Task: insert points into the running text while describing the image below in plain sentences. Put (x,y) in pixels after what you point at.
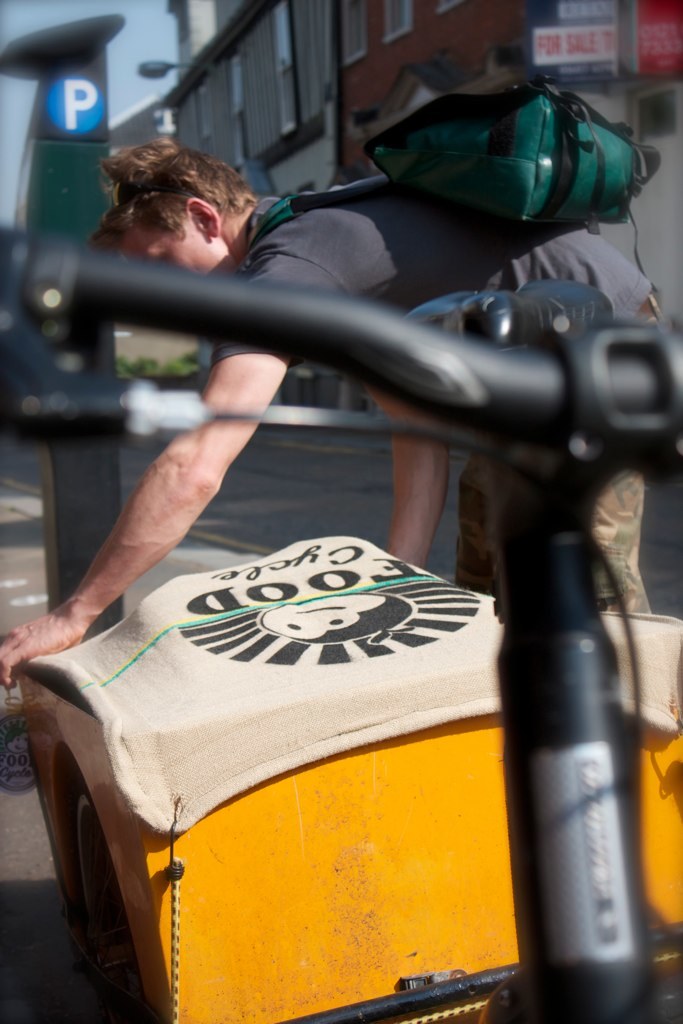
In front of the image there is a bicycle handle (497,353). Behind that there is a man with a bag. In front of him there is a box (96,723) with a cloth (125,749). In the background (224,40) there is a building (236,47) with walls (222,122), windows (390,37) and name boards (575,59). And also there is a pole (96,112).
